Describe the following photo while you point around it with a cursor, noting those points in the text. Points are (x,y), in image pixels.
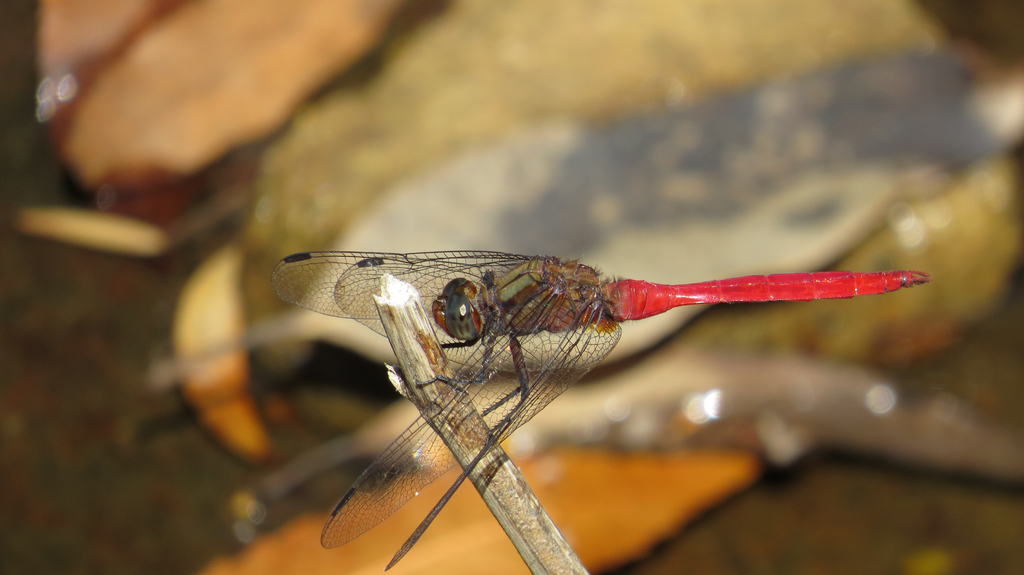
In the foreground of this image (580,375), there is a dragon fly (561,298) on a stick (393,298) and the background (106,268) image is blur.
